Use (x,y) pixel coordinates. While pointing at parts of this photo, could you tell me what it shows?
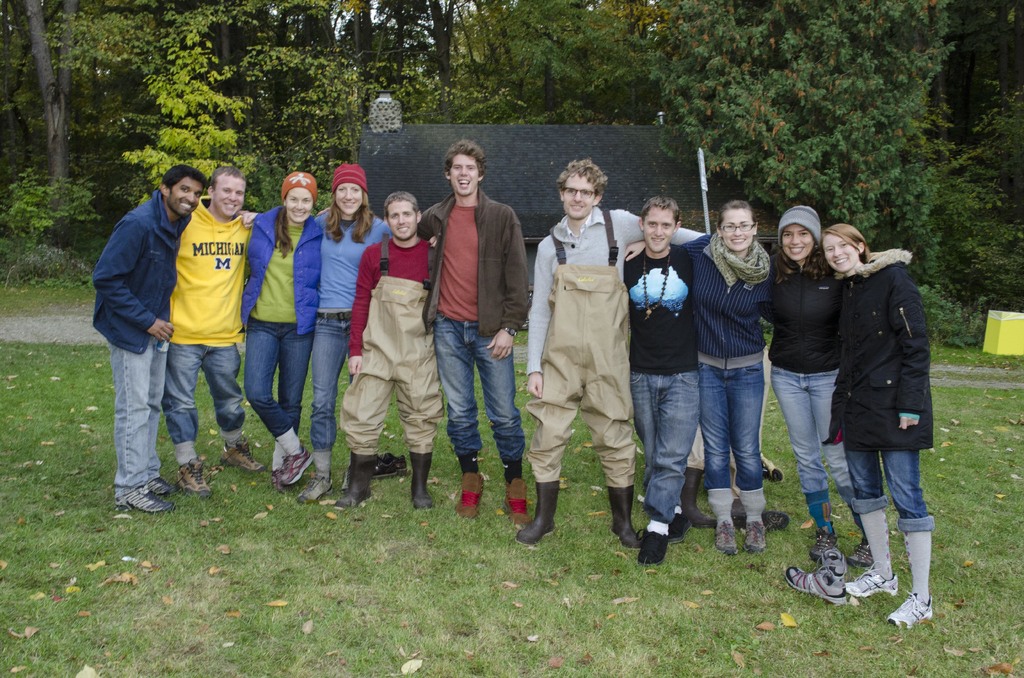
In this picture we can see group of people (494,339), few people (508,377) are smiling and they are standing on the grass (733,562), in the background (879,140) we can see few trees (832,125).
